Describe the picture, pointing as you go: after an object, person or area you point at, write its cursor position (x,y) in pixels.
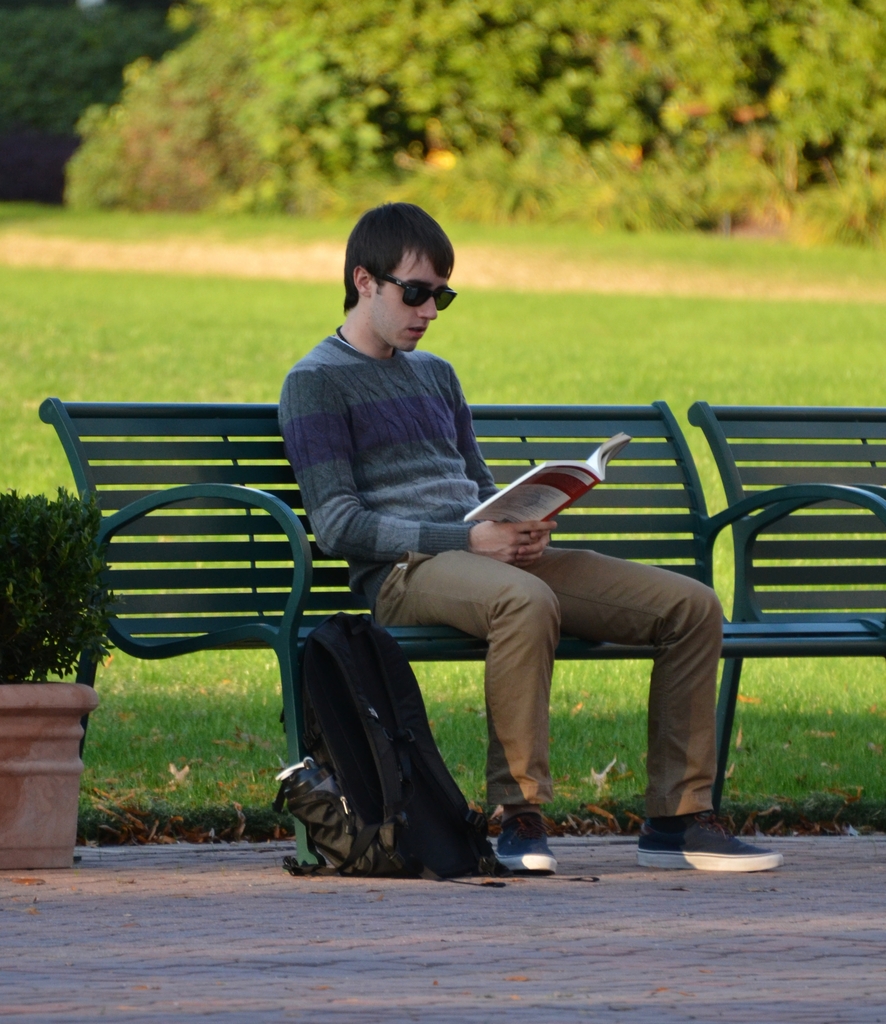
a person (540,614) is sitting on a green bench (253,604) reading a book (516,483). he is wearing goggles (436,303). to his left there is a black bag (381,744). at the left (64,565) there is a plant (51,681). at the back (340,289) there is grass (338,278) and trees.
